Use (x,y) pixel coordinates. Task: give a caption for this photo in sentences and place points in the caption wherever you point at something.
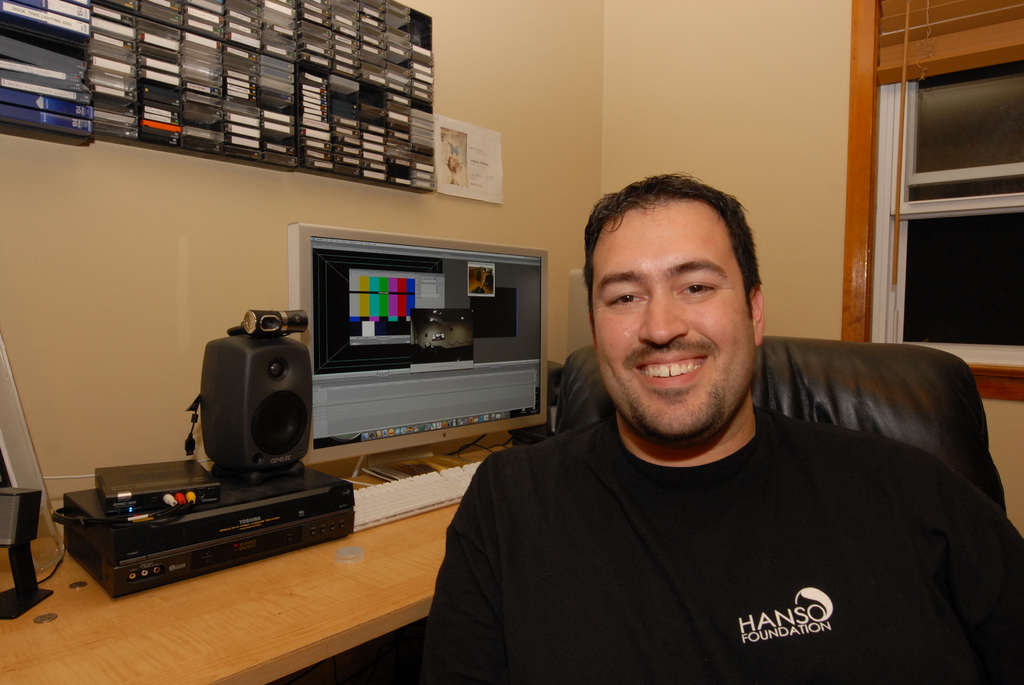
The man (554,511) in front of the picture wearing the black T-shirt (751,545) is sitting on the chair (783,383) and he is smiling. Beside him, we see a table (335,609) on which speaker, monitor (370,440), keyboard (420,490) and video player (128,556) are placed. Behind that, we see a wall (184,264) on which poster (488,171) is pasted. Beside that, we see the shelves (270,99) in which many cassette tapes (215,86) and video tapes (346,89) are placed. On the right side (921,308), we see a glass window (937,119).
